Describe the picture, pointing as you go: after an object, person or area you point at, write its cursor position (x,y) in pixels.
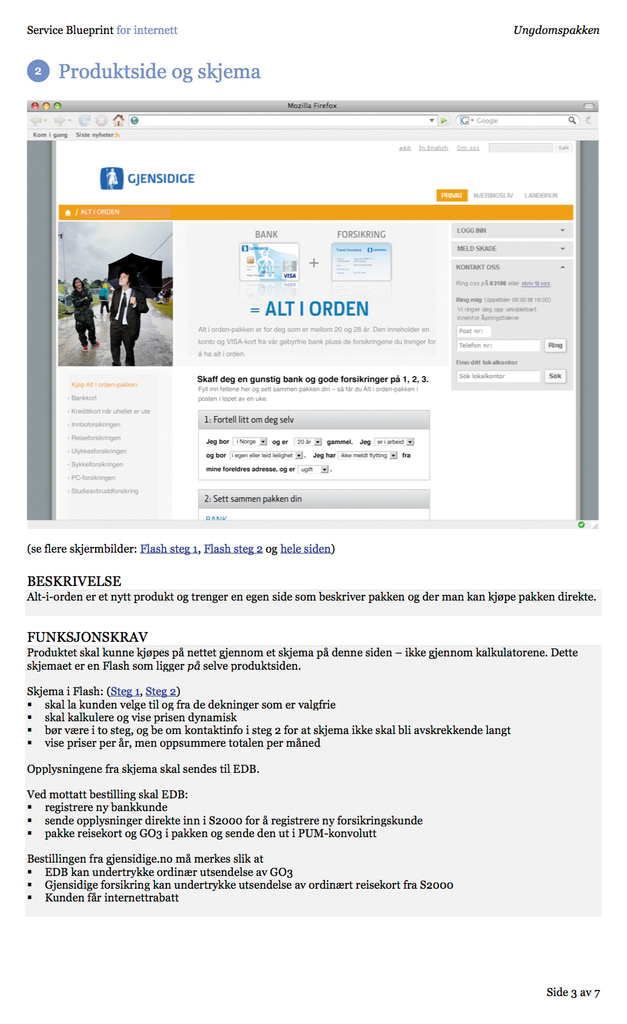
In this picture, we see a poster (360,520) or a monitor screen (354,274) which is displaying some text (201,711). We see the image of the people (136,295). We see the man (118,333) in the black blazer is standing and he is holding an umbrella (114,267) in his hands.
